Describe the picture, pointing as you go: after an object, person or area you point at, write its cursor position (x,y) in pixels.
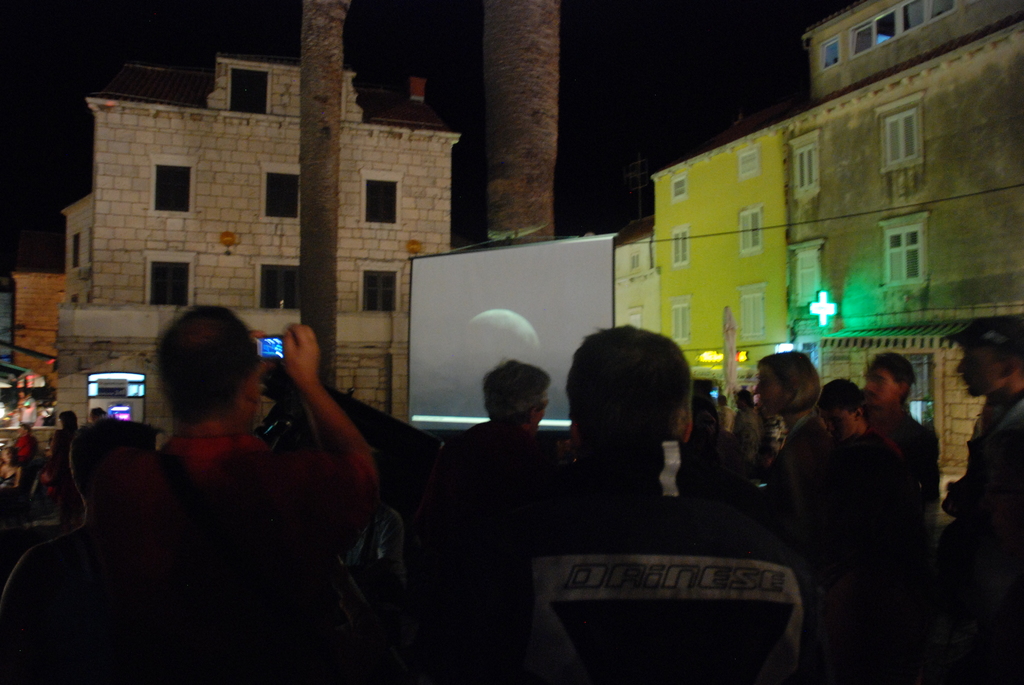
In this Image I can see the group of people (532,481). In the back (508,330) there is a projector (445,325) and buildings (419,239). I can one person (315,397) holding the camera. There are two branches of the tree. I can also see the lights (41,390) in the back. And there is a black background (450,93).
